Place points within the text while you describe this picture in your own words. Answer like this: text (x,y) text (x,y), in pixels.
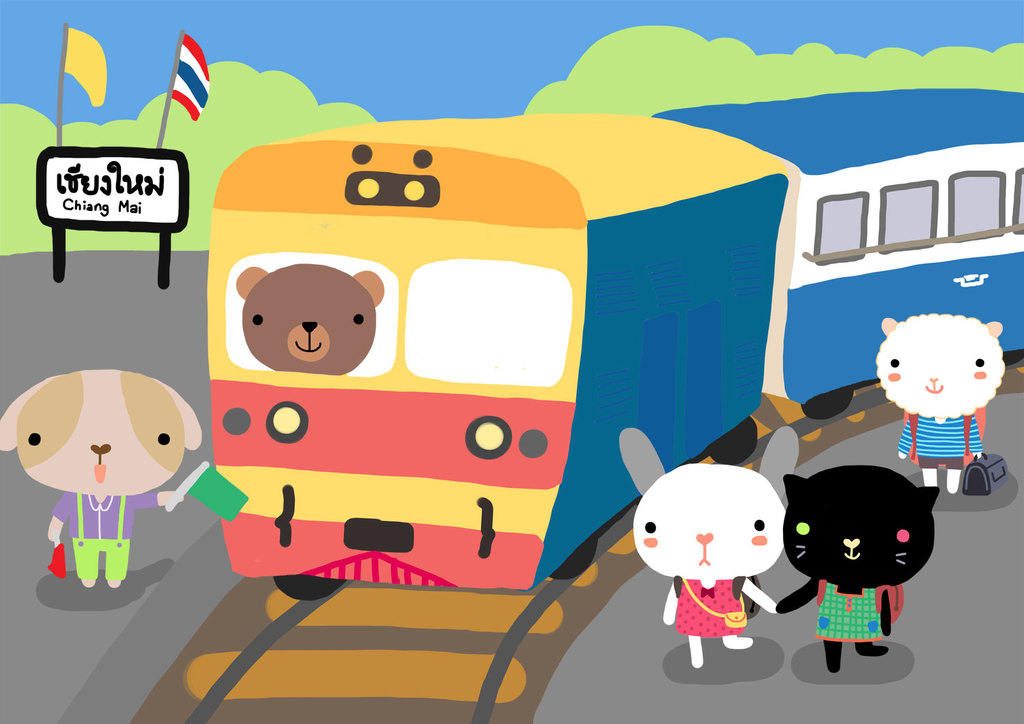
This is an animated image. Here I can see few cartoon images (107,513) of animals (83,521). In the middle of the image (523,414) there is a train (577,233). In the background (654,61) there are some trees (237,136) and a board (111,181). To the board (62,175) two flags (103,80) are attached.
